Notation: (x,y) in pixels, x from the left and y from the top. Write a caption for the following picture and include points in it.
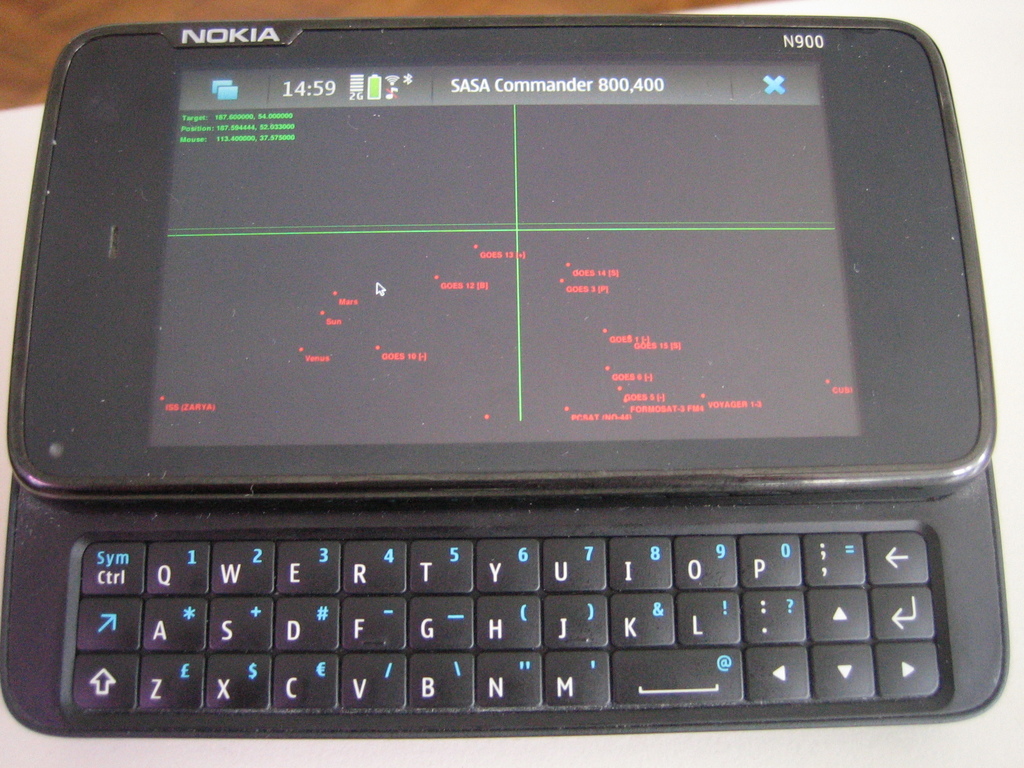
In the picture I can see a mobile phone (473,432) on which we can see something is displayed and here we can see the keypad (398,644). This is placed on the white color surface (1013,749).
